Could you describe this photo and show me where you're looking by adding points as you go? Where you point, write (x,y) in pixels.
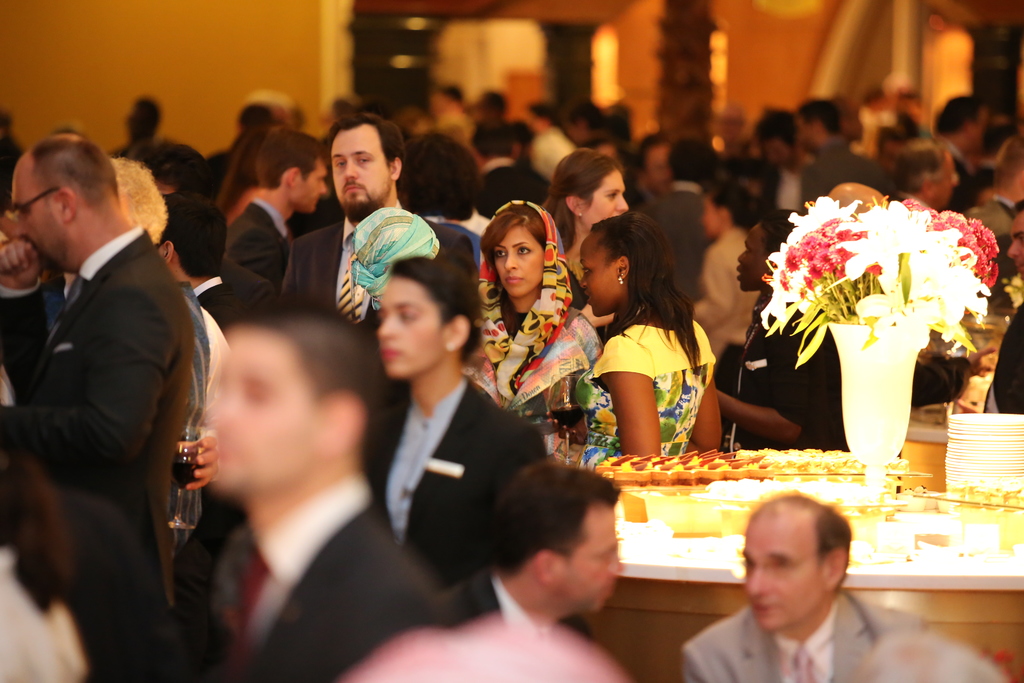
In this picture I see few people (398,340) standing and couple of them (587,586) seated and i see a human (206,449) holding a wine glass (185,485) in the hand (206,469) and I see a flower pot (870,384) and food (838,481) in trays (854,511) and plates (989,448) on the side.
